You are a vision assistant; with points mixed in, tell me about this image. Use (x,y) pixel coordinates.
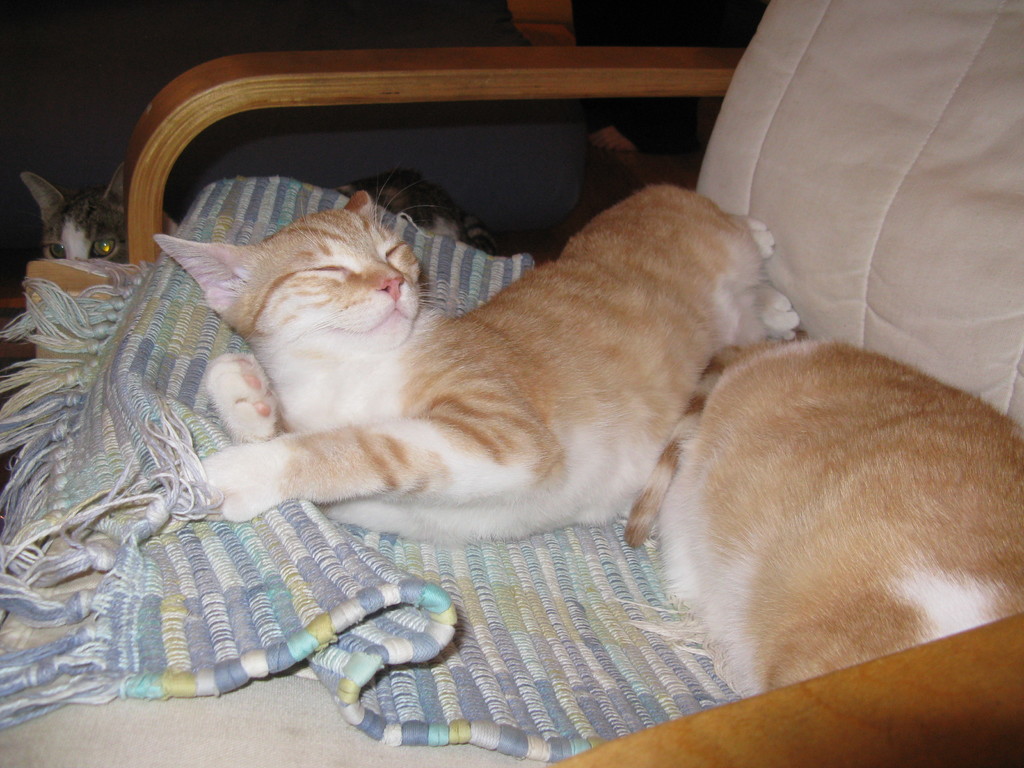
In this image I can see two cats (595,470) sleeping on the chair (823,278). Along with the cats (514,429) I can see a mat (303,593). At the back of the chair (156,203) there is another cat (71,223). In the background (95,71), I can see the wall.
